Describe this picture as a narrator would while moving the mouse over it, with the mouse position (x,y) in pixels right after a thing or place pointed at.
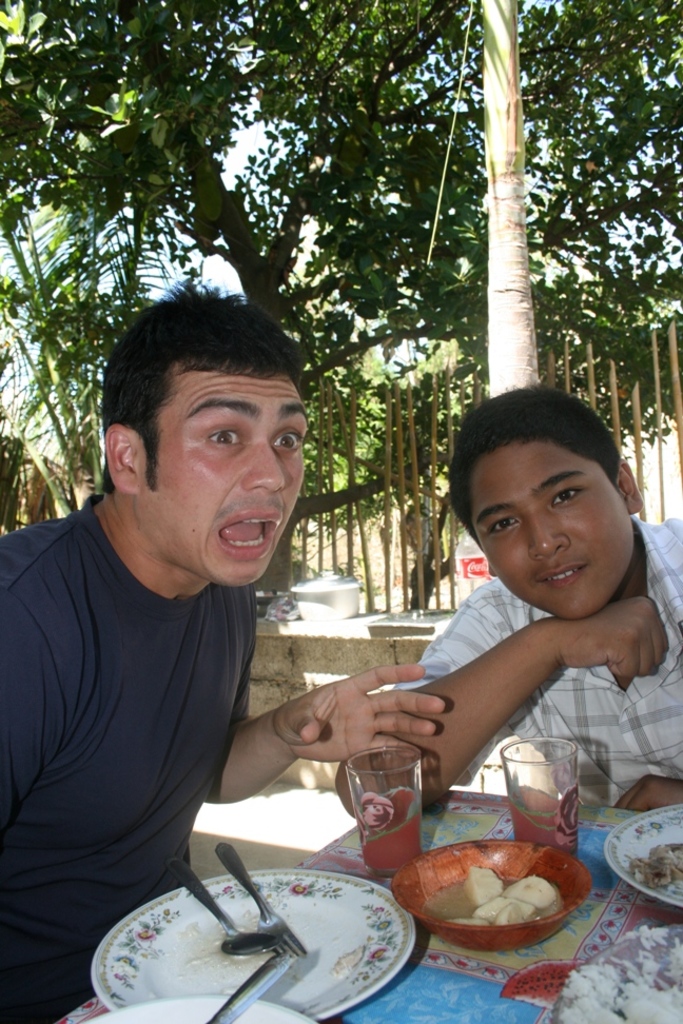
In the picture we can find one man (277,456) and boy (514,657) are sitting on chairs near the table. On the table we can find plate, spoon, fork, bowl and two glasses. In the background (28,288) we can find some trees (398,178).
